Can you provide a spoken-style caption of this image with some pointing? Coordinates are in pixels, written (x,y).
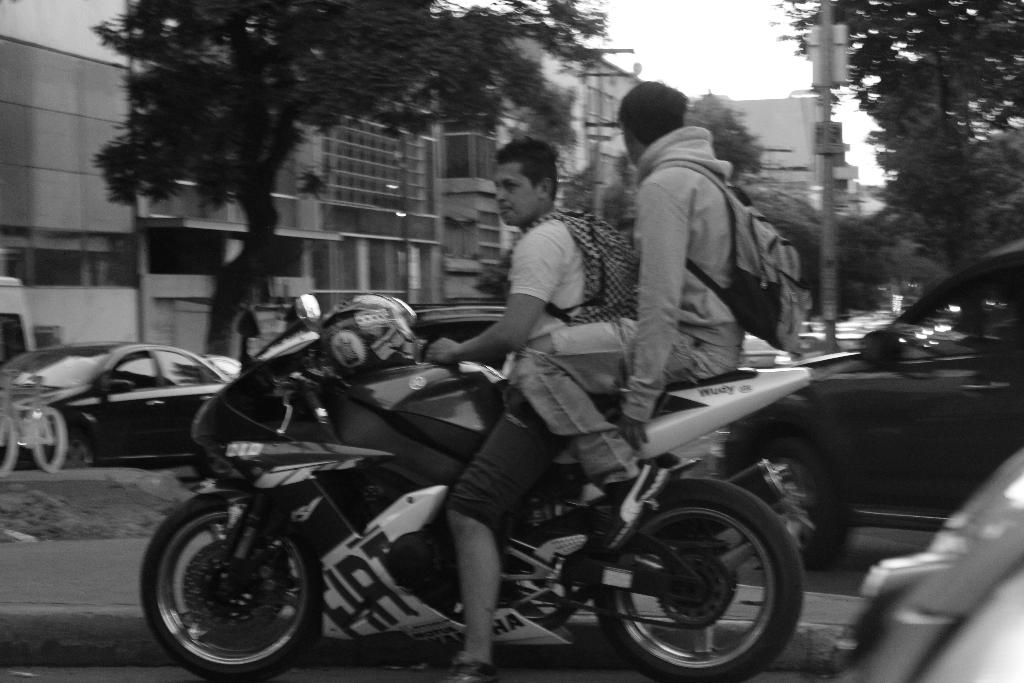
This is of a black and white image. There are two people (548,325) sitting on a motorbike (394,525). This is a helmet (376,359) on the motorbike (323,467). These are the cars (960,503). This is a tree (367,62). these are the buildings (363,248). This is a backpack (621,270) worn by these two people (669,236). This looks like a pole (822,285).
